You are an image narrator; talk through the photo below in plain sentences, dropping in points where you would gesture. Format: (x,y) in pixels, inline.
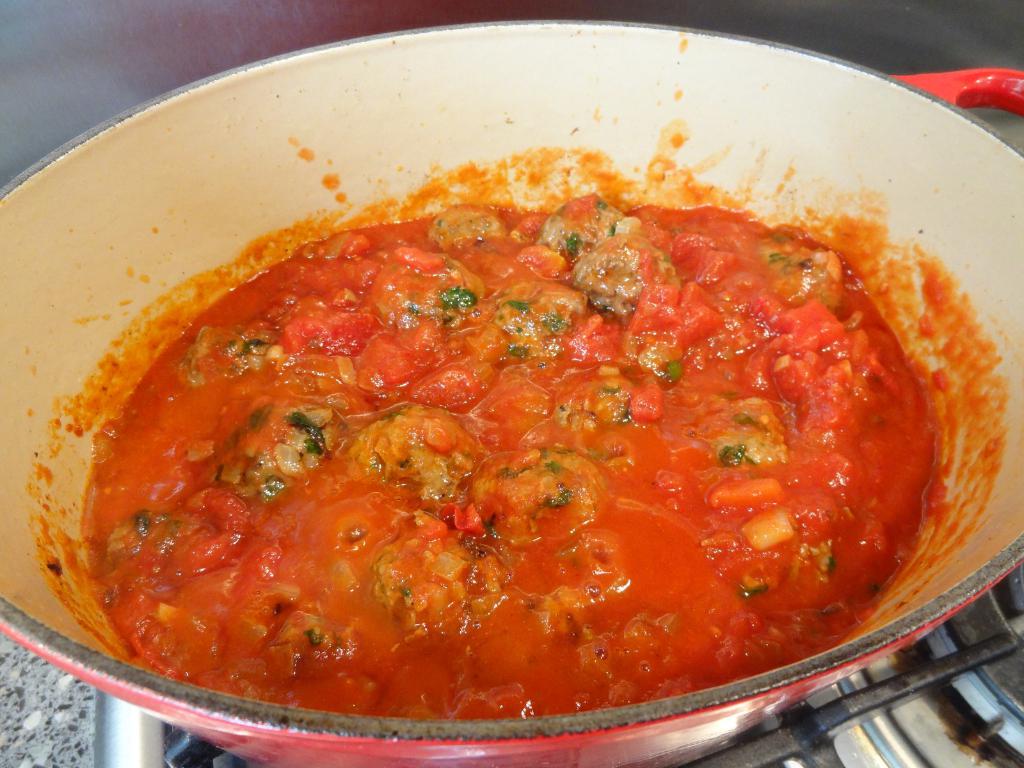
In this image, we can see a food item (582,397) in a bowl (996,172) and the bowl (234,186) is placed on the gas stove (995,654).
